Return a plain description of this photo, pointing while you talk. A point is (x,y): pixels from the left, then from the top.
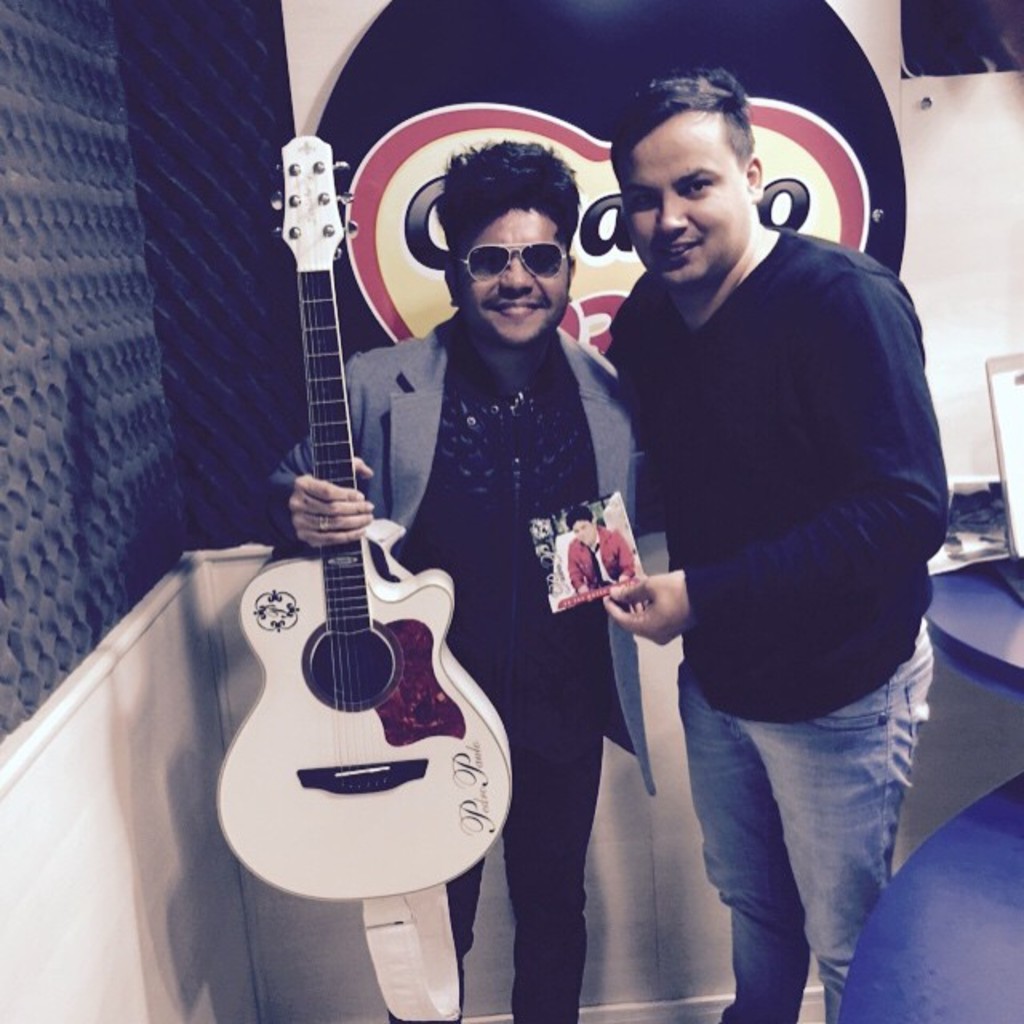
In this picture we can see two men (714,430) where one is holding guitar (440,743) in his hand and other is holding photo (574,542) and this man (450,407) wore blazer (610,454), goggle (470,272) and both are smiling and in background (230,472) we can see wall (284,63) with poster (829,83) beside to him there is table (976,635) and on table (963,605) we can see laptop (1005,402).
